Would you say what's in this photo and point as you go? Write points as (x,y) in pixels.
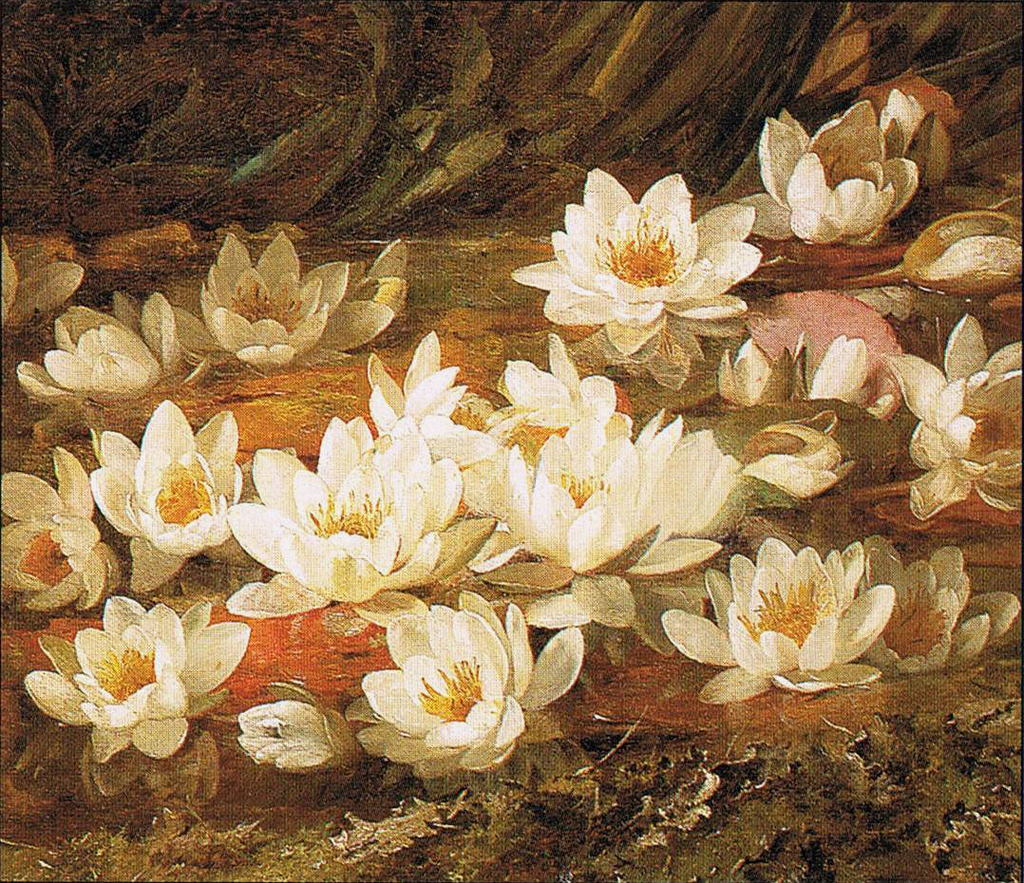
We can see flowers (159,483) and water (469,306). Background (177,98) it is blur.
